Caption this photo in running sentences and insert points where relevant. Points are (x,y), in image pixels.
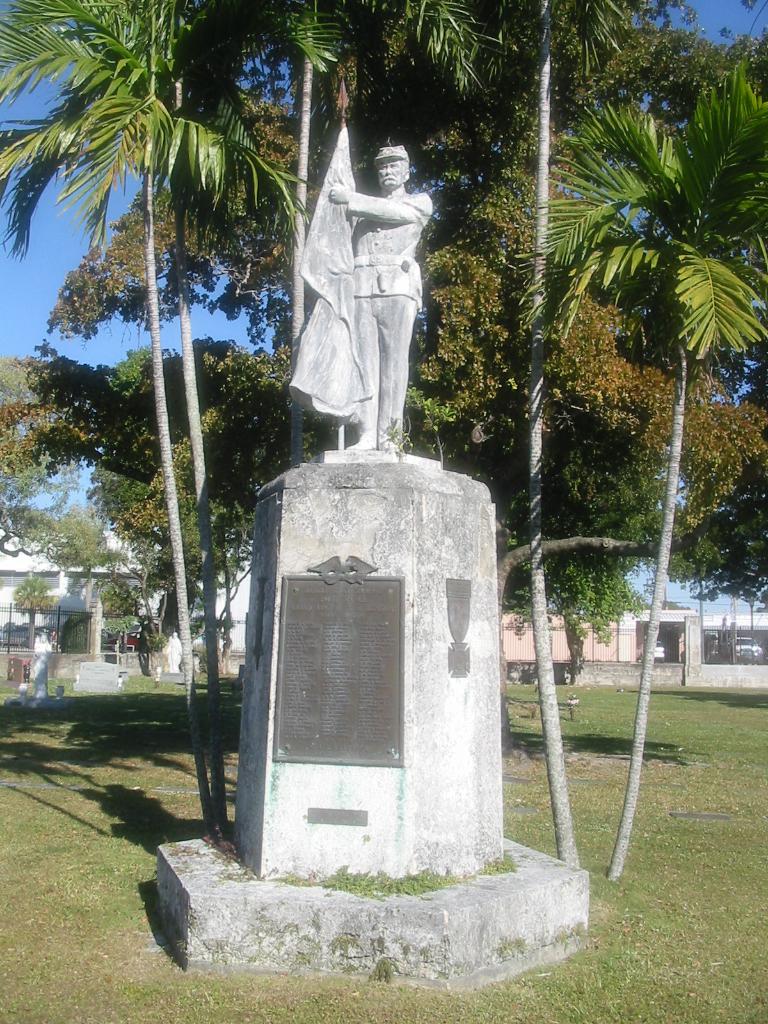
In this picture I can see the statue (341,436). I can see trees (326,428). I can see green grass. I can see the buildings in the background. I can see the sky (6,245).
